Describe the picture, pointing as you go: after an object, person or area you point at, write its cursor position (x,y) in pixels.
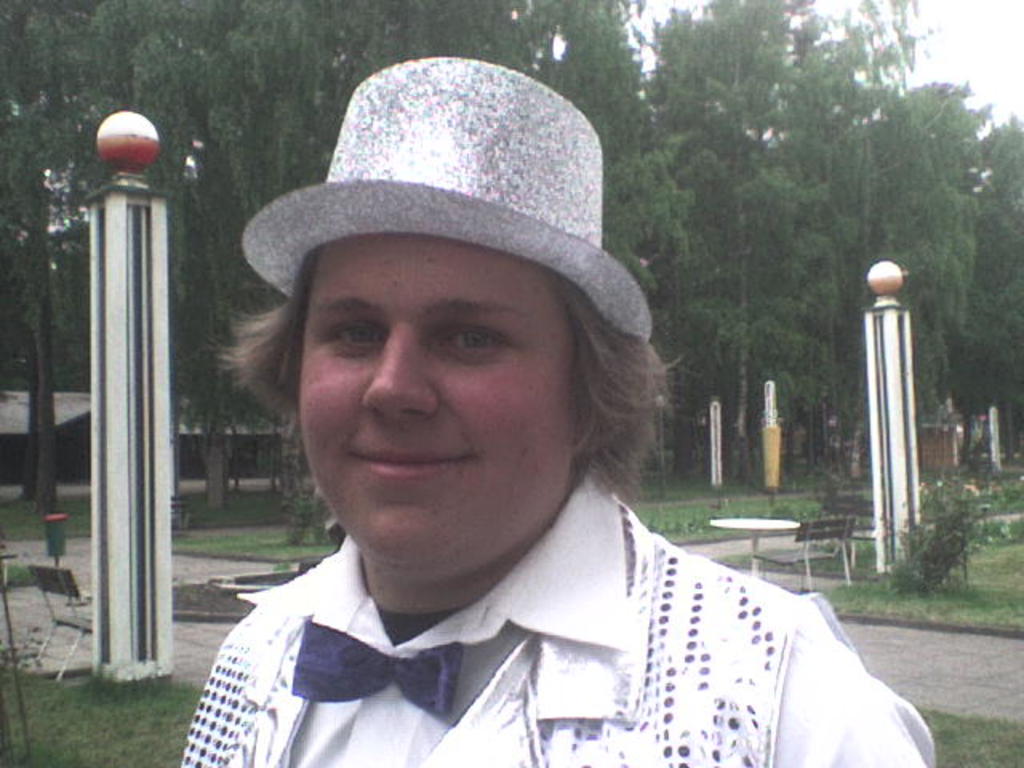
It is a park (273,60) and a person (442,420) is standing in front of the camera and posing for the photo, behind the person (358,606) there are some tables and benches (67,577) beside the grass (186,494).
